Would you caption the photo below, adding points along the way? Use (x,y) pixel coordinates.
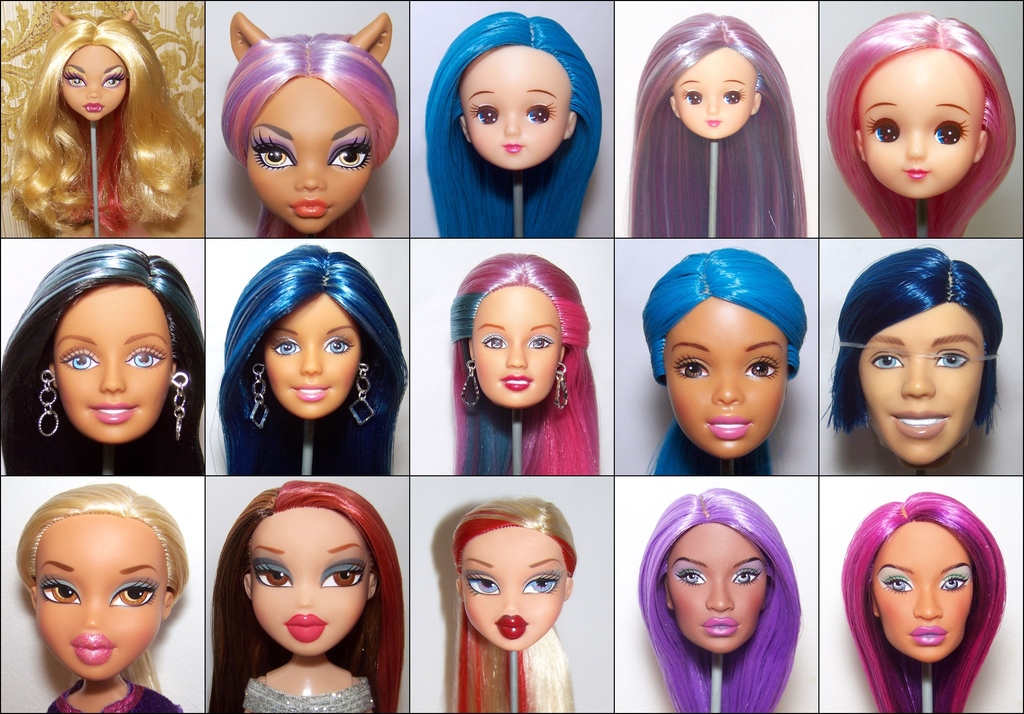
A collage picture of a doll faces (968,319).
